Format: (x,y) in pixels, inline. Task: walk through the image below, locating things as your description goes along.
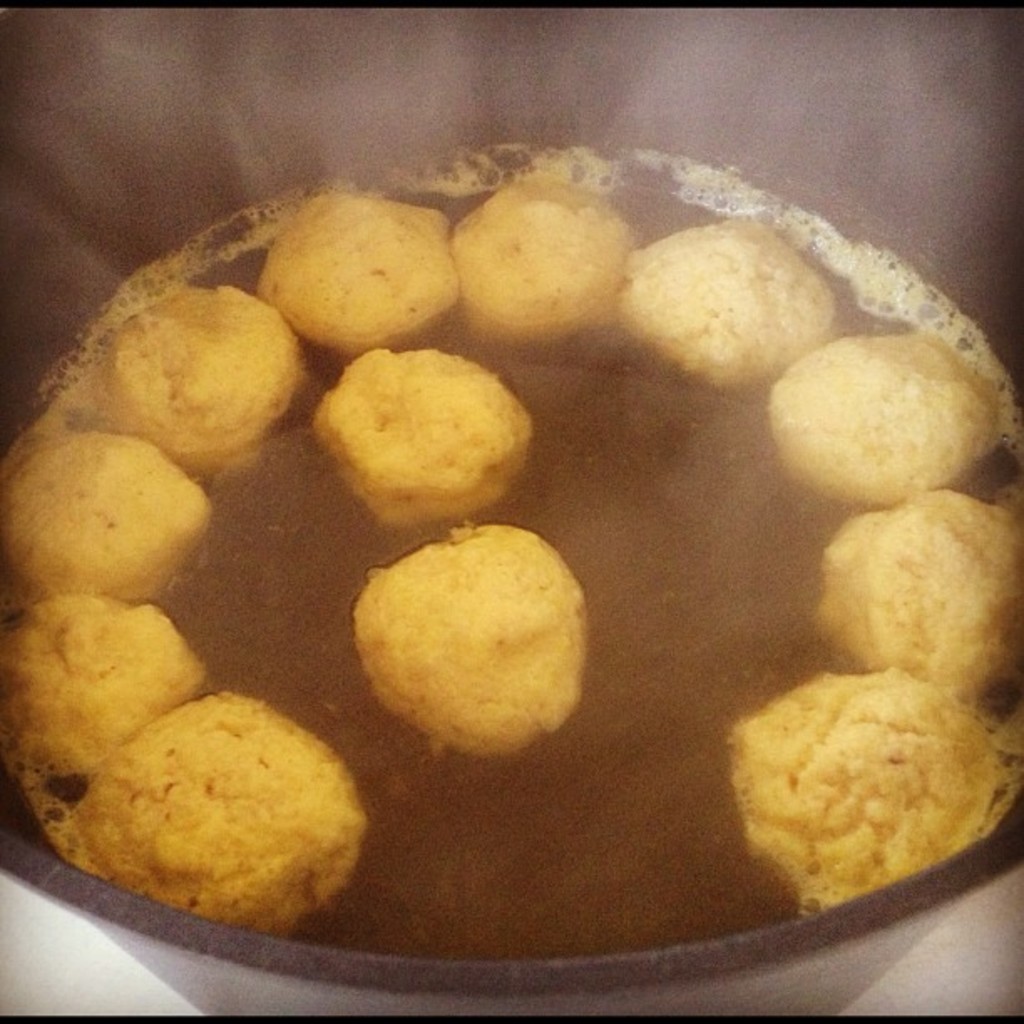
As we can see in the image there is bowl (929,161). In bowl (103,166) there is food item (185,487).
